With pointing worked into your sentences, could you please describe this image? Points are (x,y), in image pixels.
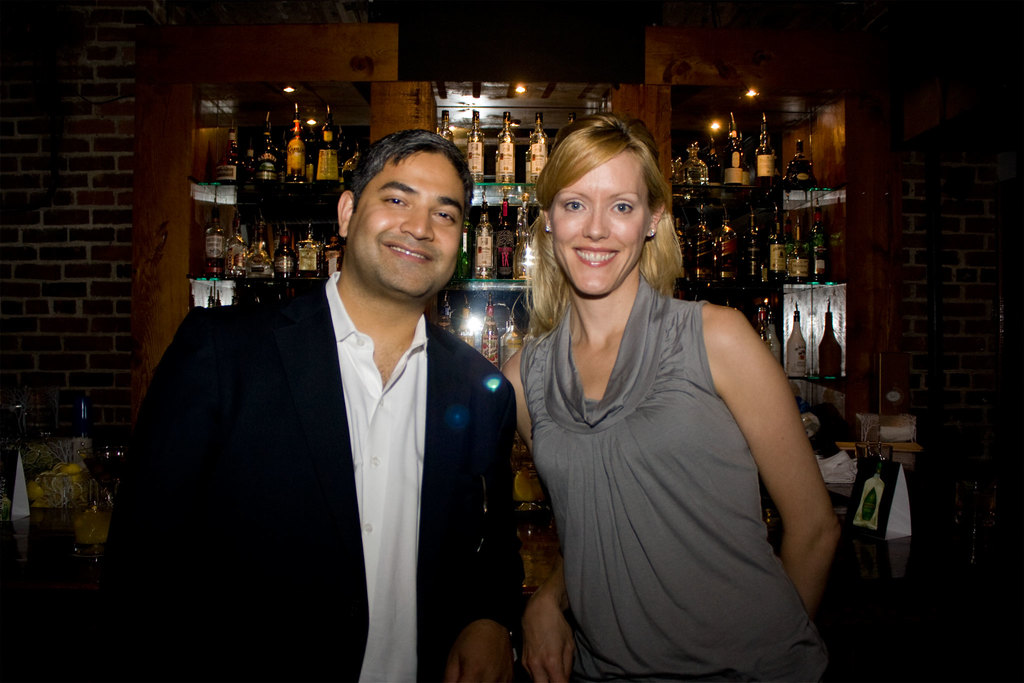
In this image we can see a man (292,499) and woman (592,284). Man (292,499) is wearing black color coat (295,486) with white shirt (372,526) and woman (612,548) is wearing grey top (654,562). Behind them drink bottles (512,251) are arranged in rack (264,216). And some things (77,468) are there on the table (890,545).
